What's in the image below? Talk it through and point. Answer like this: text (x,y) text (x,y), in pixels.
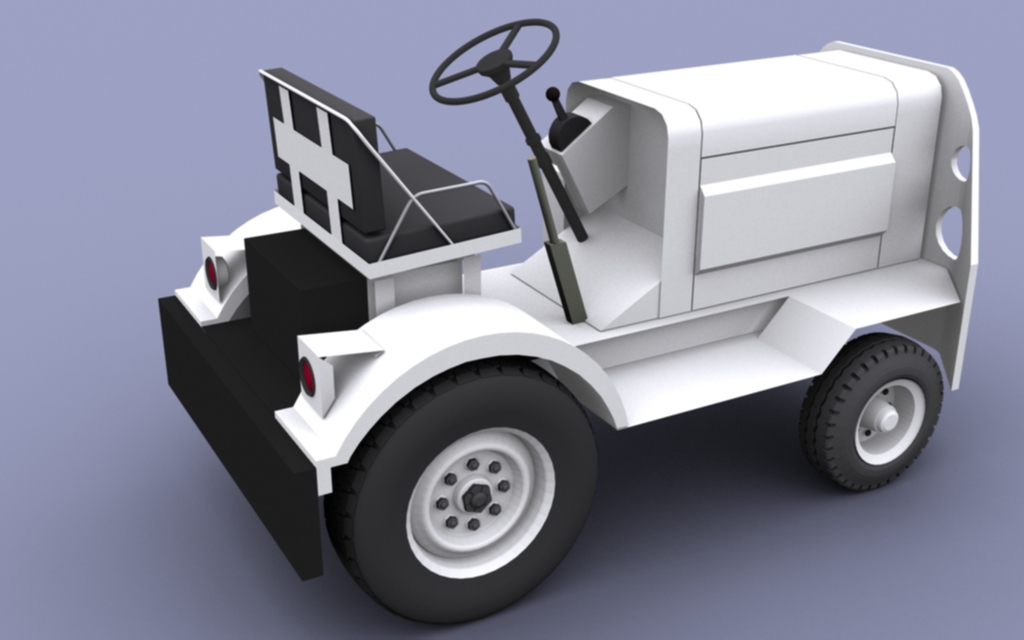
In this image we can see a depiction of a vehicle (501,242).
